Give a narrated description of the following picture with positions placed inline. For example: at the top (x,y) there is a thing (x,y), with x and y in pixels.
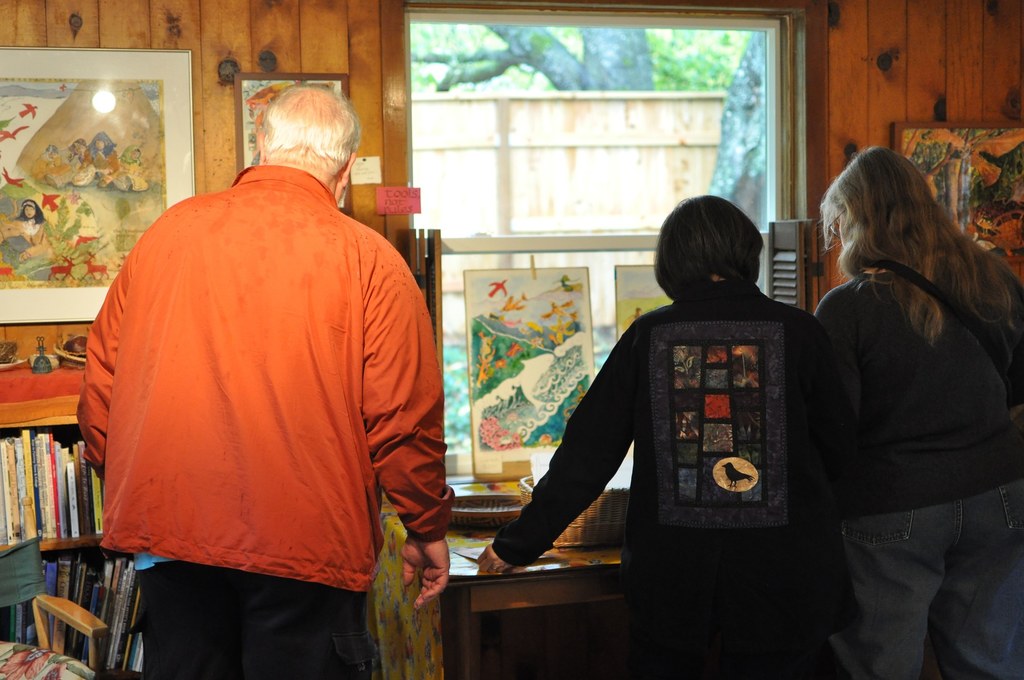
Here we can see few photo frames (64,63). We can see three persons (678,476) standing and observing these photo frame paintings (515,285). These are books (72,651) arranged in a bookshelf (72,651). This is a chair (76,659).
